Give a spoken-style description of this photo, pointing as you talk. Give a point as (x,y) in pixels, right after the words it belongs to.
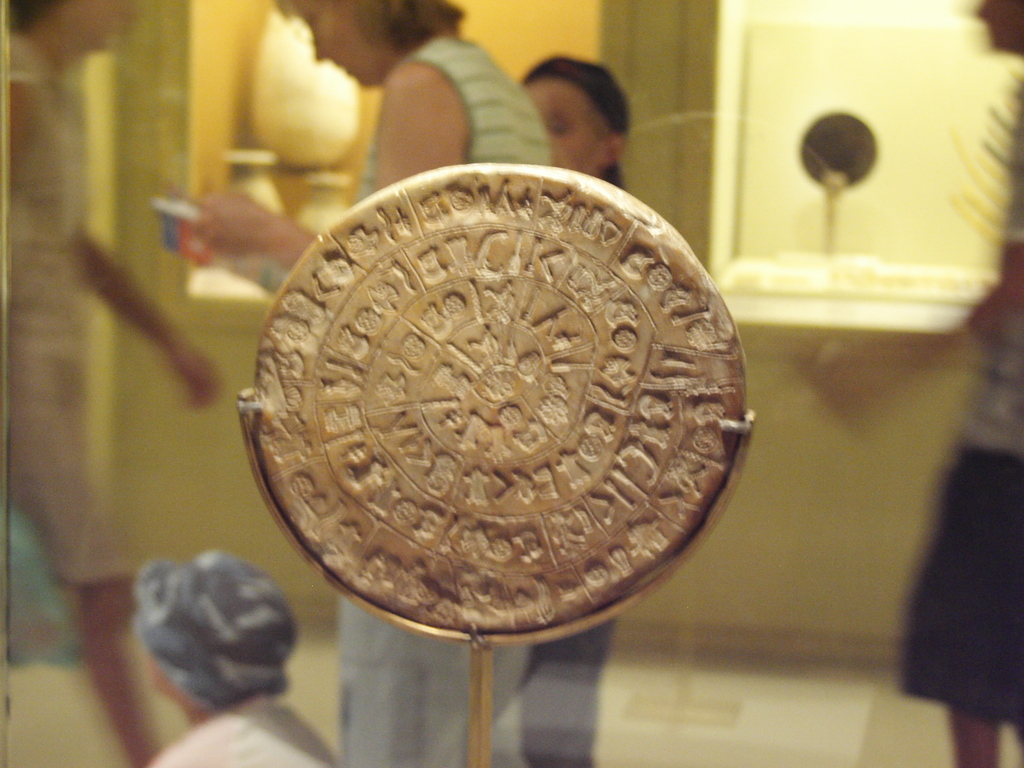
In the given image i can see a metal object (408,304), people (1022,231) standing and in the background (1008,189) i can see the window (854,222).
